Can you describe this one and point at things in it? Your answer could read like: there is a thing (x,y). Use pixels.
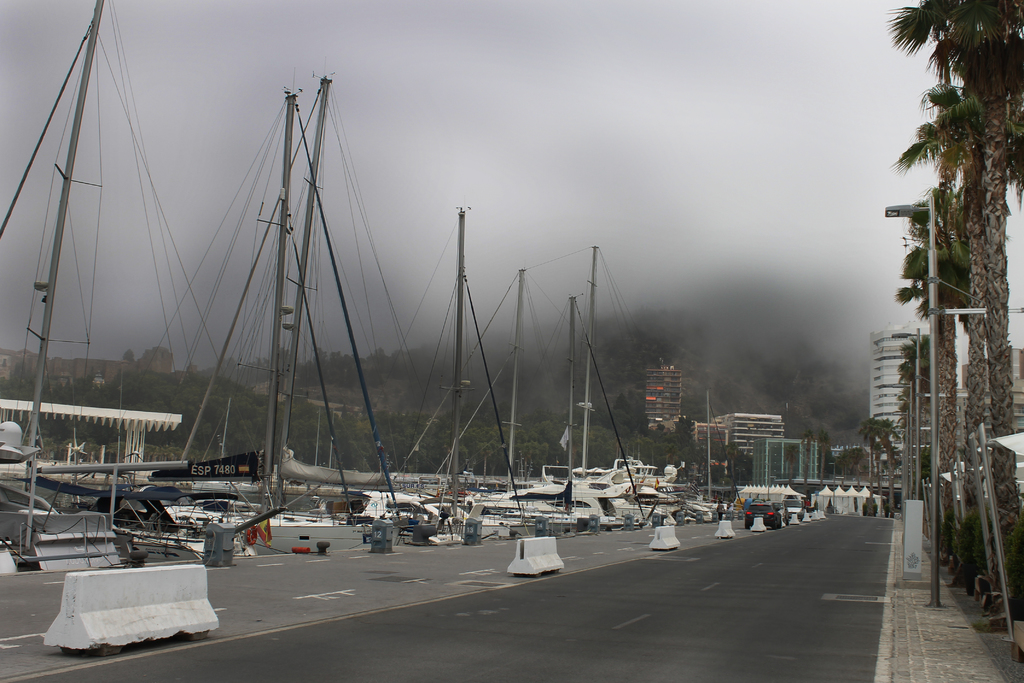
This picture is clicked outside the city. At the bottom (668,628), we see the road (567,619) and the stoppers (160,575). On the left side (246,486), we see the yachts (320,535), boats (419,502) and the trees (347,441). On the right side (934,467), we see the poles (935,344), street lights (915,469) and the trees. There are trees (642,417) and buildings (664,417) in the background (619,397). At the top (452,161), we see the sky (470,190).
